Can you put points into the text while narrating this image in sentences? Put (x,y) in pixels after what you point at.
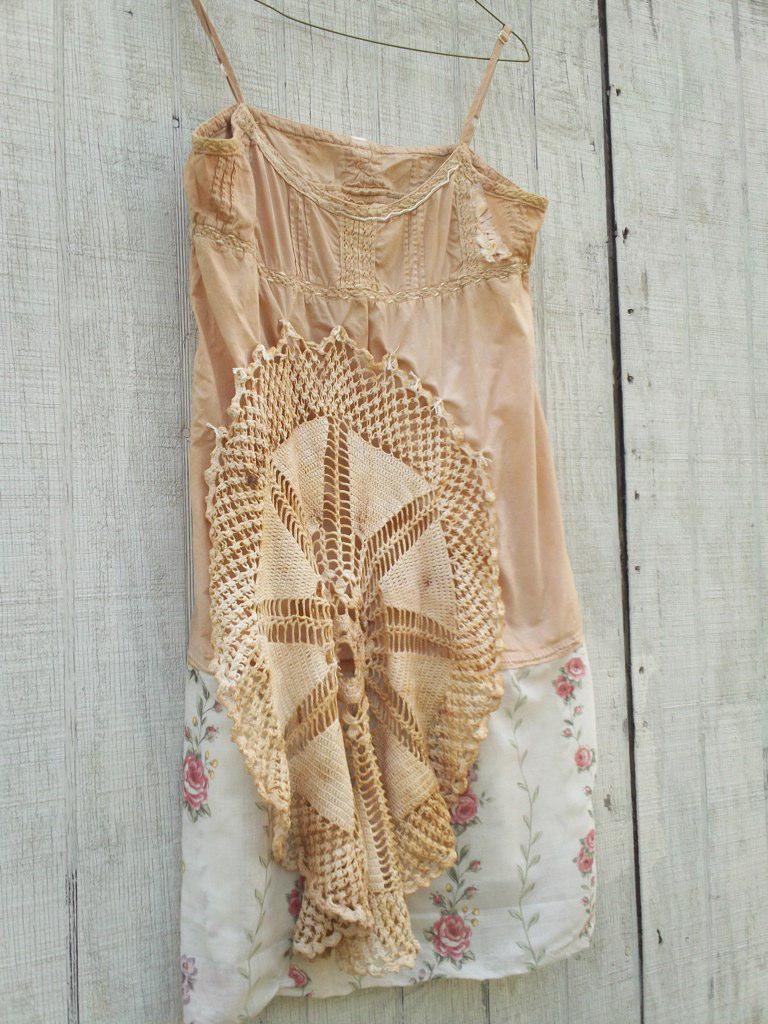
In this image we can see a dress (357,451) on a cloth hanger (519,39). In the background (668,892), we can see the wall (92,594).
